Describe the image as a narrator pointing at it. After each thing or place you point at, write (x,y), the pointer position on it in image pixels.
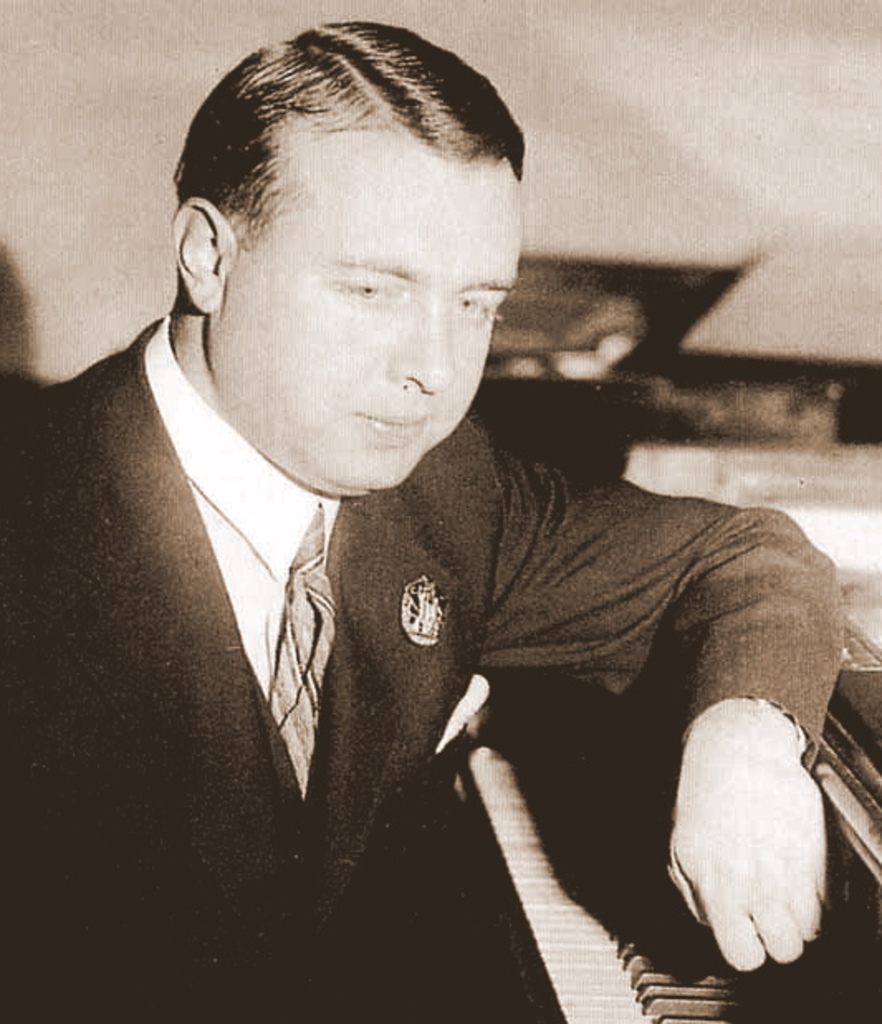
In the image there is a man (545,598) wearing a black color suit (203,926) is sitting in front of a musical keyboard (583,889).
